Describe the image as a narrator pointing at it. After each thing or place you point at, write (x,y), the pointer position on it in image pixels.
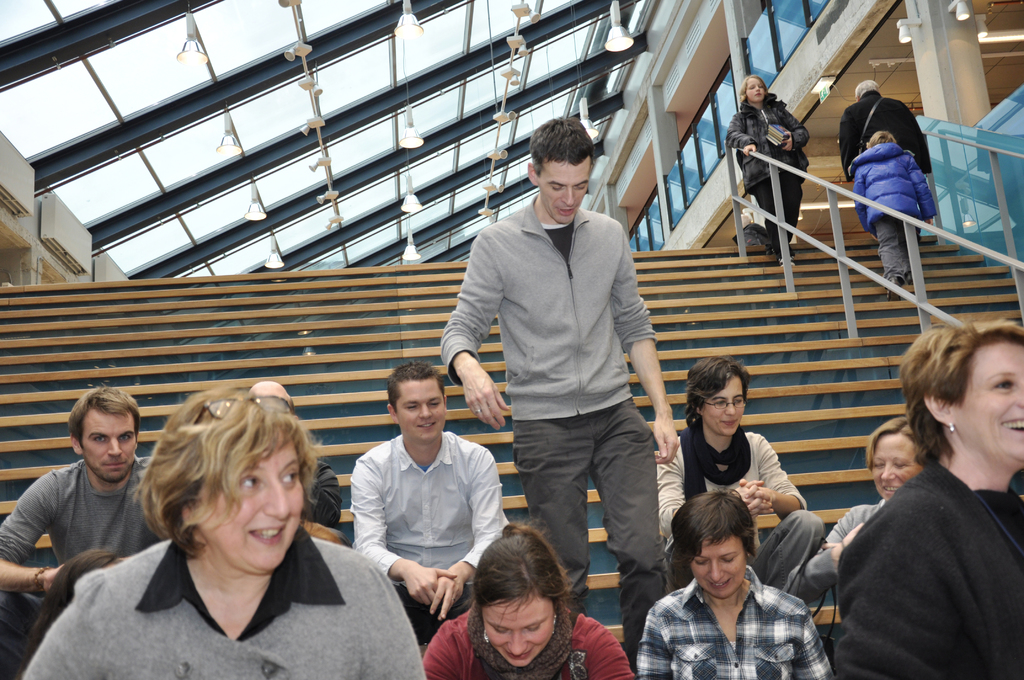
At the bottom (325,656) there are two women (326,554) and both are smiling. In the background (417,432) there are few persons (387,491) sitting on the steps (761,324) and a man (540,353) is standing on the steps (729,295) and on the right (906,168) at the top (798,185) we can see three persons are climbing steps (864,415) and there is a metal fence (737,229), we can also see lights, poles (942,4), glass fences (970,215) and objects (4,180) on the wall (38,239).
